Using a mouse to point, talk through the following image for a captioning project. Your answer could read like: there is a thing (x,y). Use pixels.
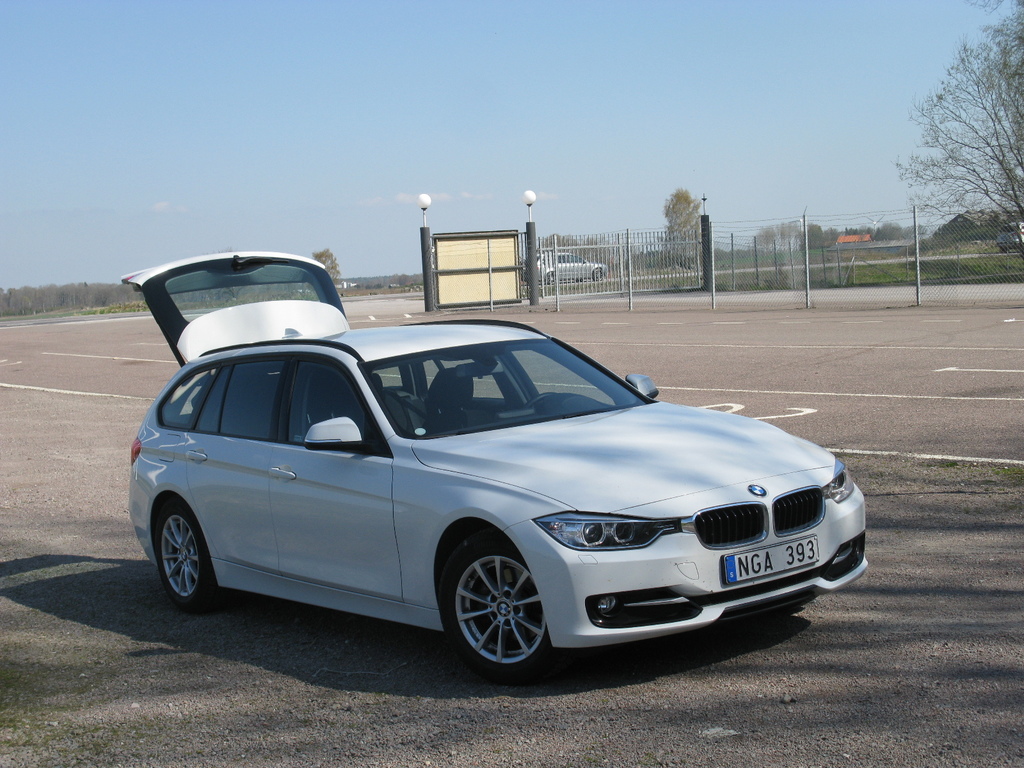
In this image we can see two cars (572,254) in the two roads (453,312), some fences (557,279), two lights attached to the two pillars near to the gate (642,260), some objects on the ground (472,317), some wires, some poles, some trees (1023,147), bushes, plants (103,307) and grass (861,268) on the ground (485,311). At the top (903,213) there is the sky (897,200).
